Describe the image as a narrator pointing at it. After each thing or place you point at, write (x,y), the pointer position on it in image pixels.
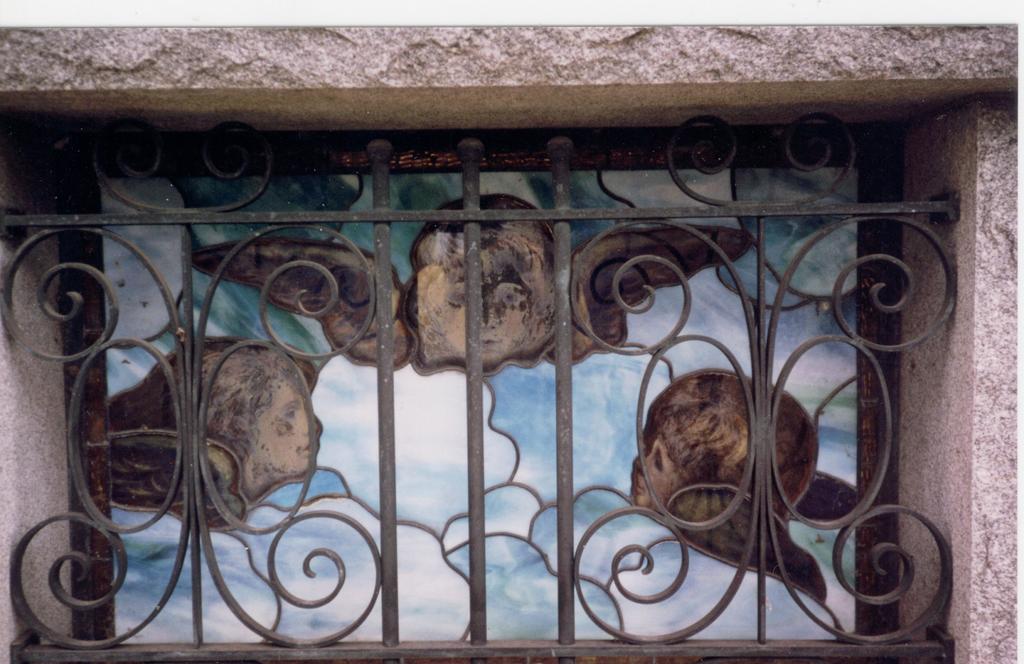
Here in this picture we can see a ventilator window (790,255) present over a place (6,248) and we can also see a frame (206,218) present near the window (293,200).
